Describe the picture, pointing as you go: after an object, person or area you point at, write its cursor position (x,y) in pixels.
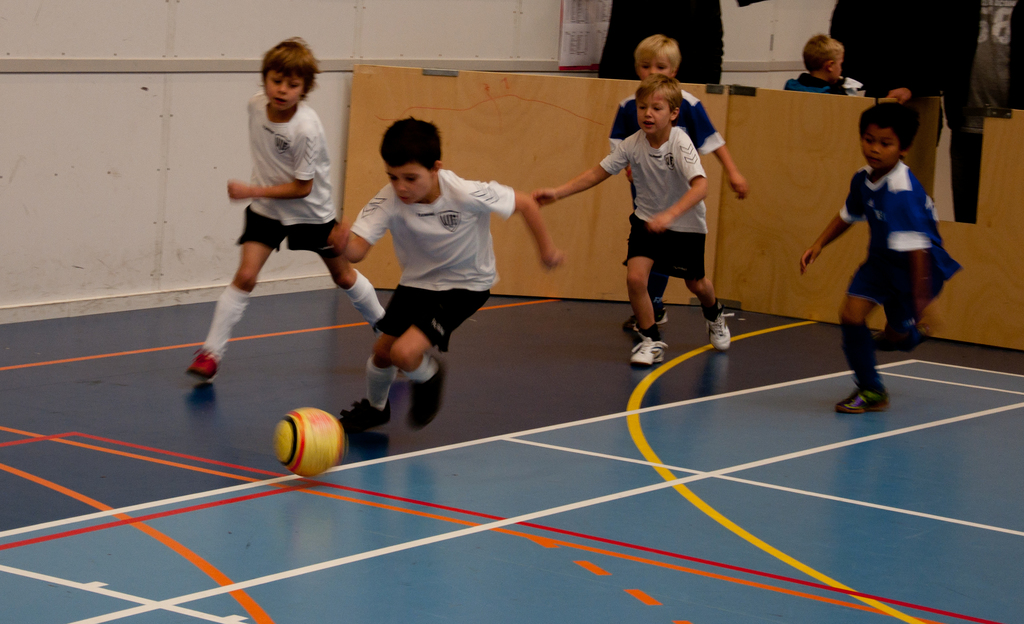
In the picture I can see children (311,205) wearing white color T-shirts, blue color T-shirts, socks (871,375) and shoes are playing in the court (352,472). Here I can see the yellow color ball (309,455). In the background (852,55), I can see another person (959,146) standing, I can see some objects (811,115) and a poster (575,38) on the wall (557,57).
